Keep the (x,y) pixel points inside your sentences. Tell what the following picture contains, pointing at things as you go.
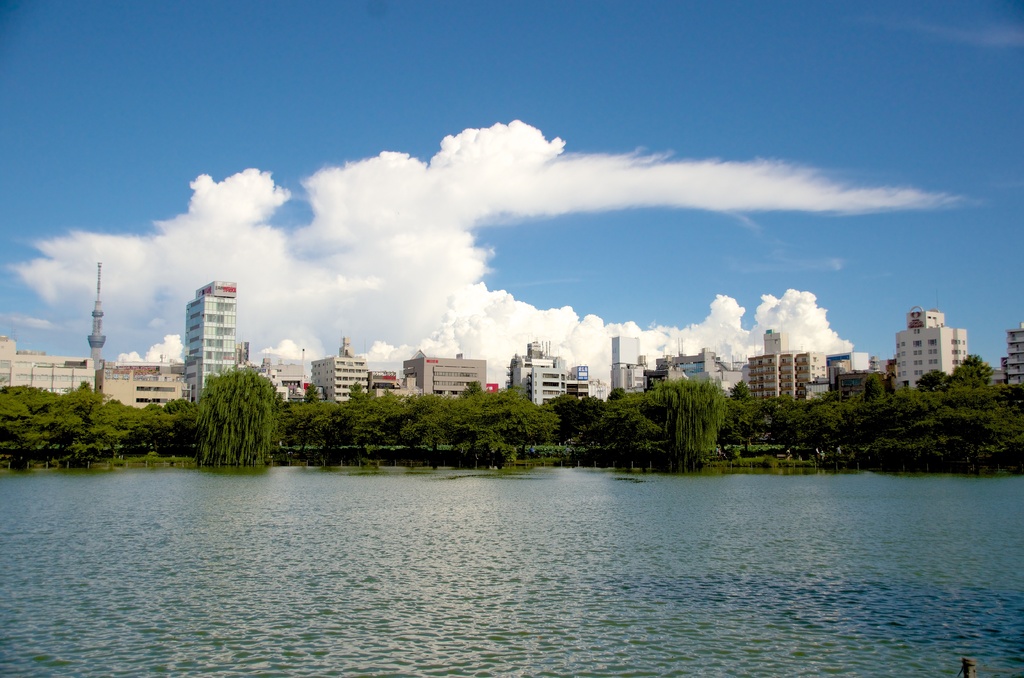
There is water (552,629). There are trees (49,410) and buildings (510,368) at the back (48,429). There are clouds (475,313) in the sky (681,88).
